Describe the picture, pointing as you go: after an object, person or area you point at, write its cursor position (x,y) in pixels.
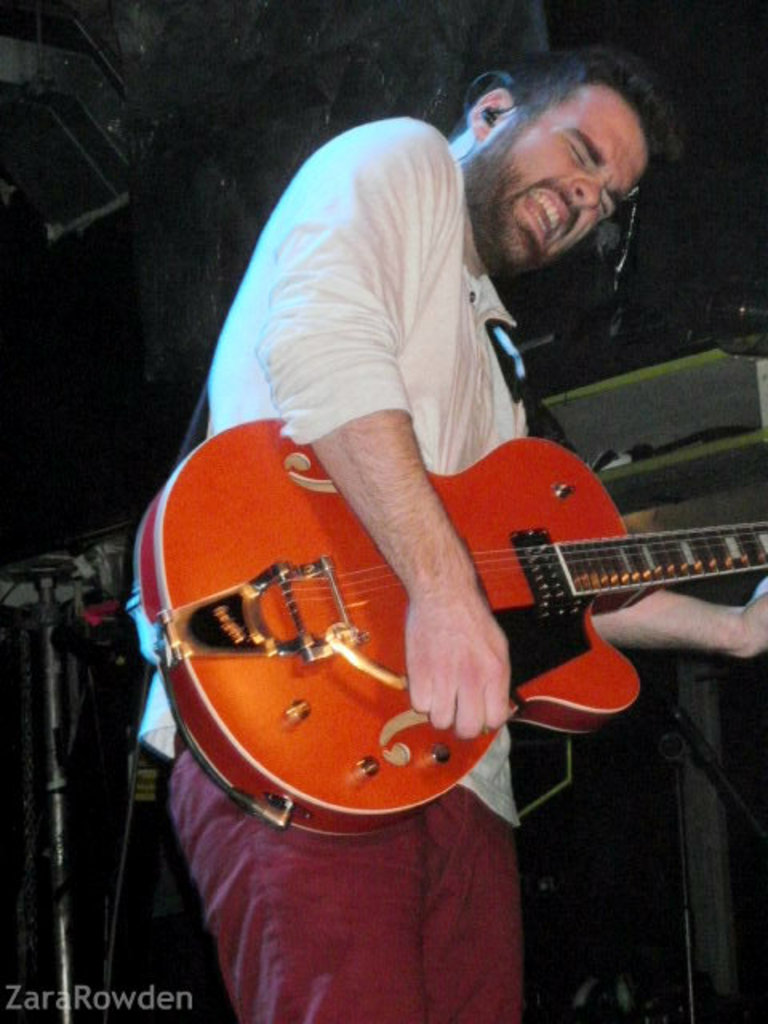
in this image I can see a man (231,915) is standing and holding a guitar (298,550).
